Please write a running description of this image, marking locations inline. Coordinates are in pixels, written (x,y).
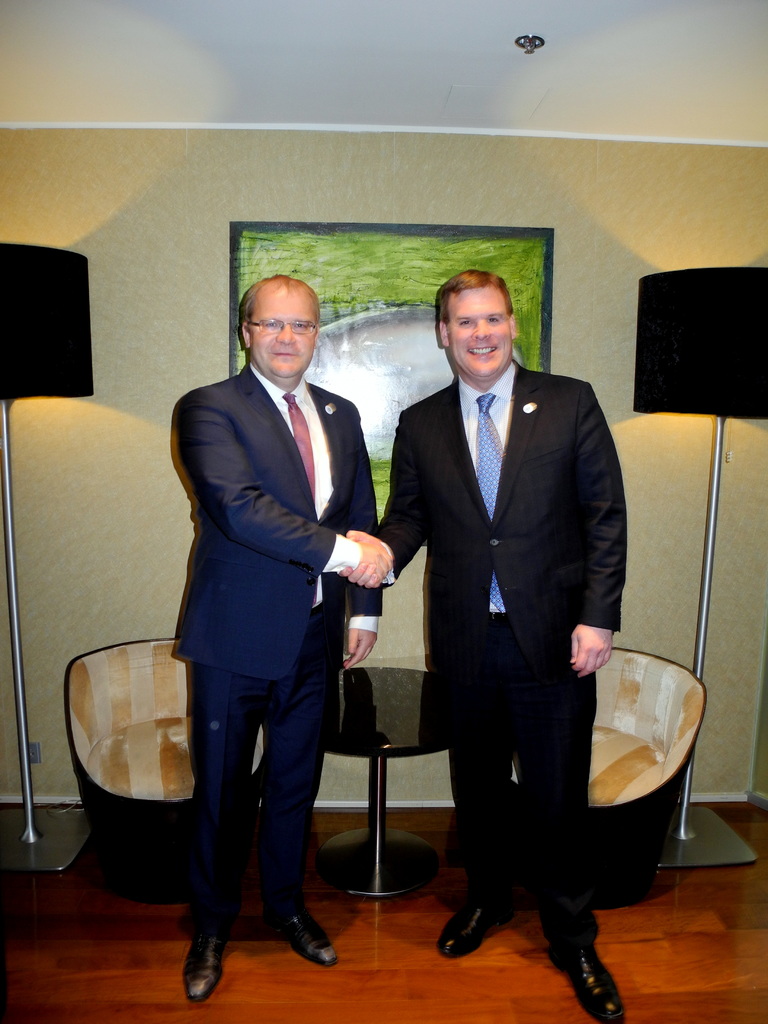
In this image we can see men (509,881) standing on the floor (402,824), chairs (176,771), side table (388,743) and a wall hanging (363,268) to the wall (80,485).
